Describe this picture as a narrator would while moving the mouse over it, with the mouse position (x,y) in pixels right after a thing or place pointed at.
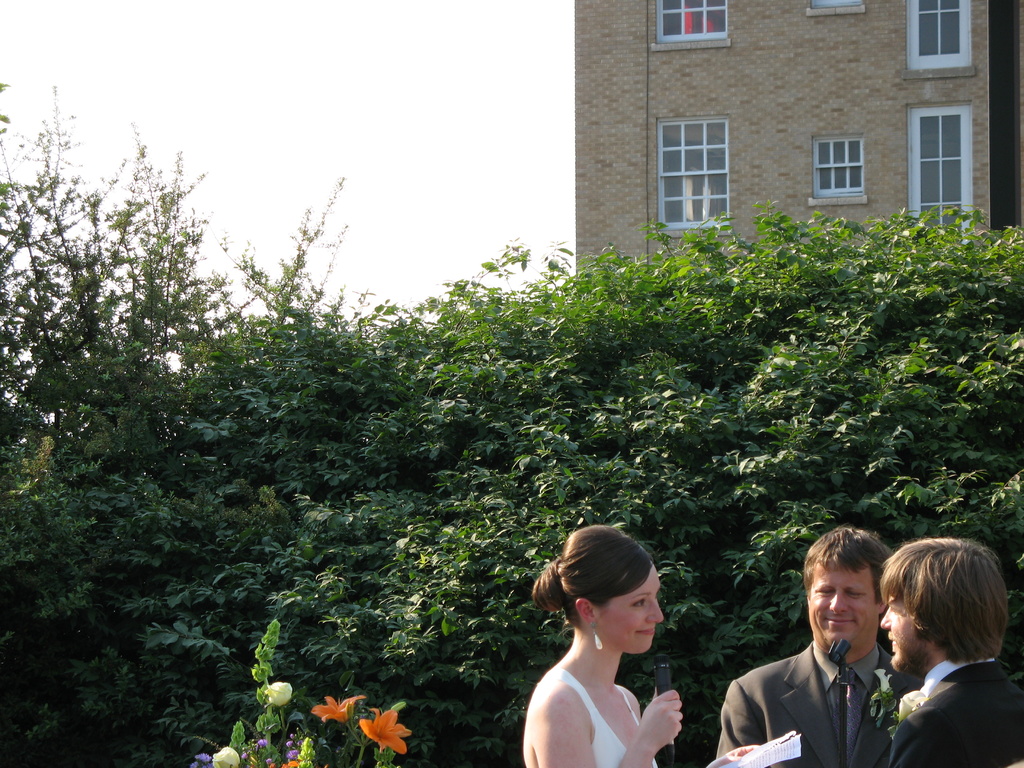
In the bottom right corner of the image (826,540) three persons (582,732) are standing. Behind them there are some flowers (340,716) and trees (60,230). In the top right corner of the image (978,134) there is a building (963,186). In the top left corner of the image (11,53) there is sky (569,28).
